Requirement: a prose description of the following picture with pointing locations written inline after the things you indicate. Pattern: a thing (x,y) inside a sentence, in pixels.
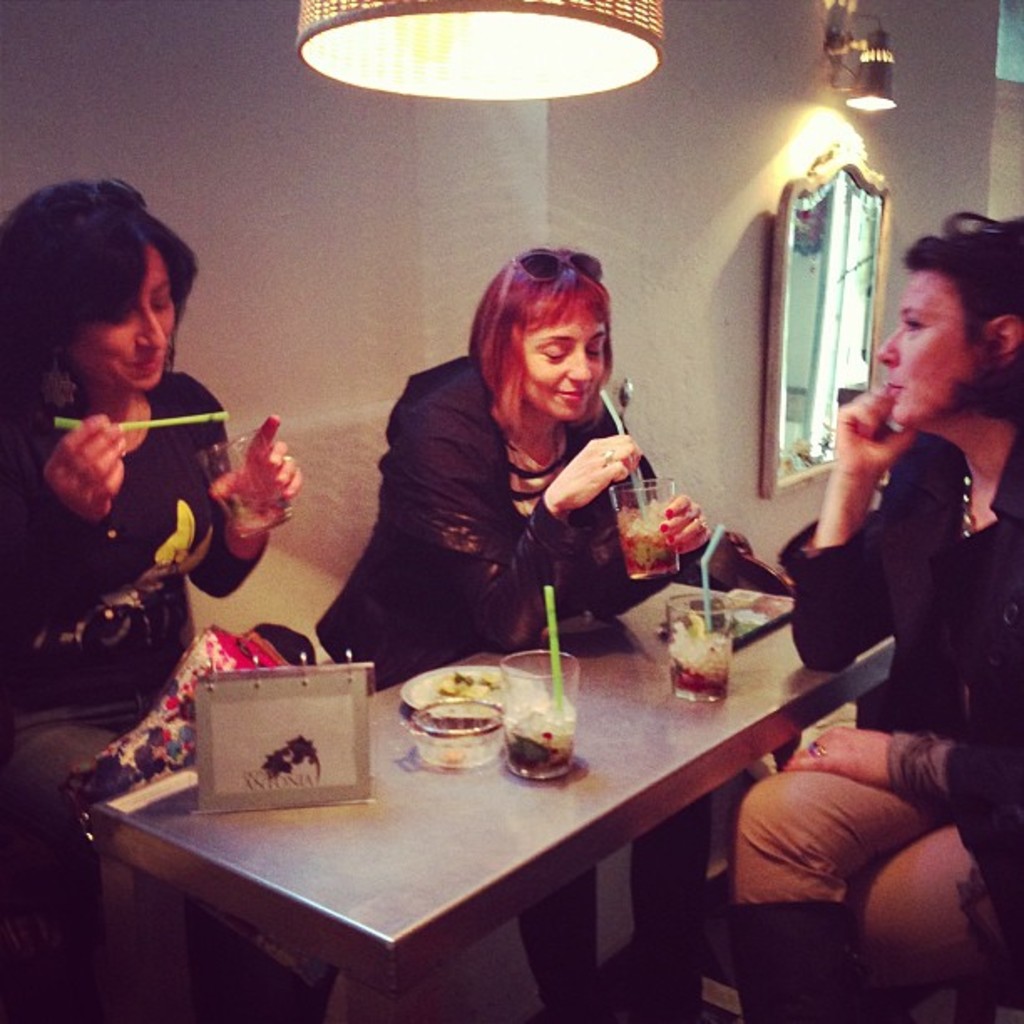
In this picture there are three people (506,527) sitting on the table (740,656) and with food eatables (723,662) on top of them. In the background (817,246) we observe a glass mirror (852,243) and a light (464,58) fitted to the roof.
